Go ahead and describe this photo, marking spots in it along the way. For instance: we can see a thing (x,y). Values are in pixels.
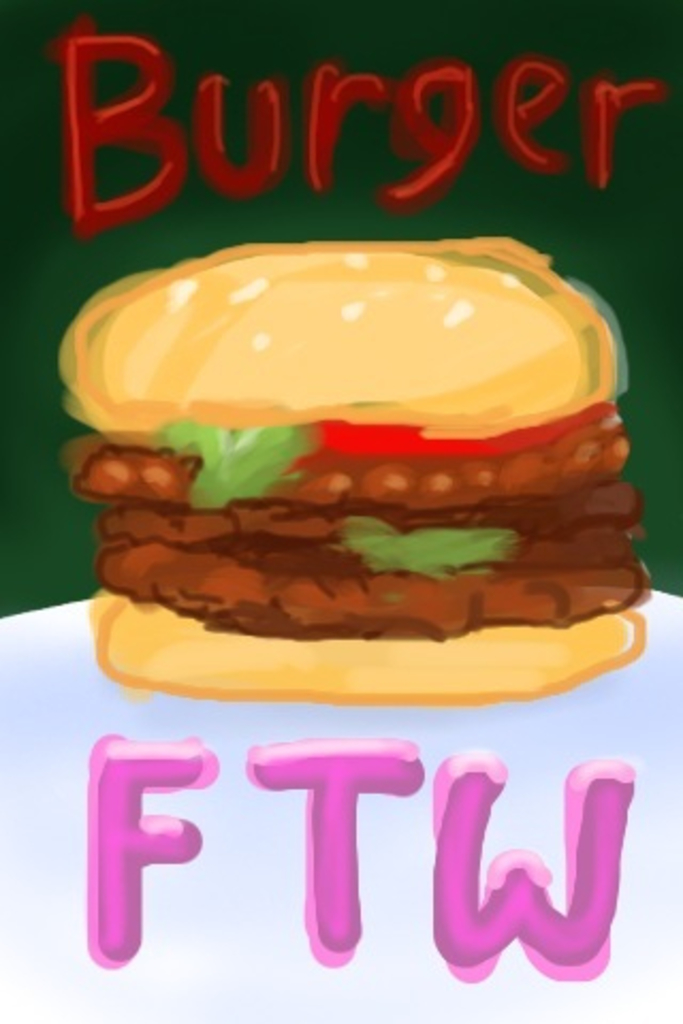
In the picture I can see the painting (346,267) of a burger (338,325) in the middle of the image (308,656). There is a text (361,83) at the top (414,181) and at the bottom of the image (554,944).
